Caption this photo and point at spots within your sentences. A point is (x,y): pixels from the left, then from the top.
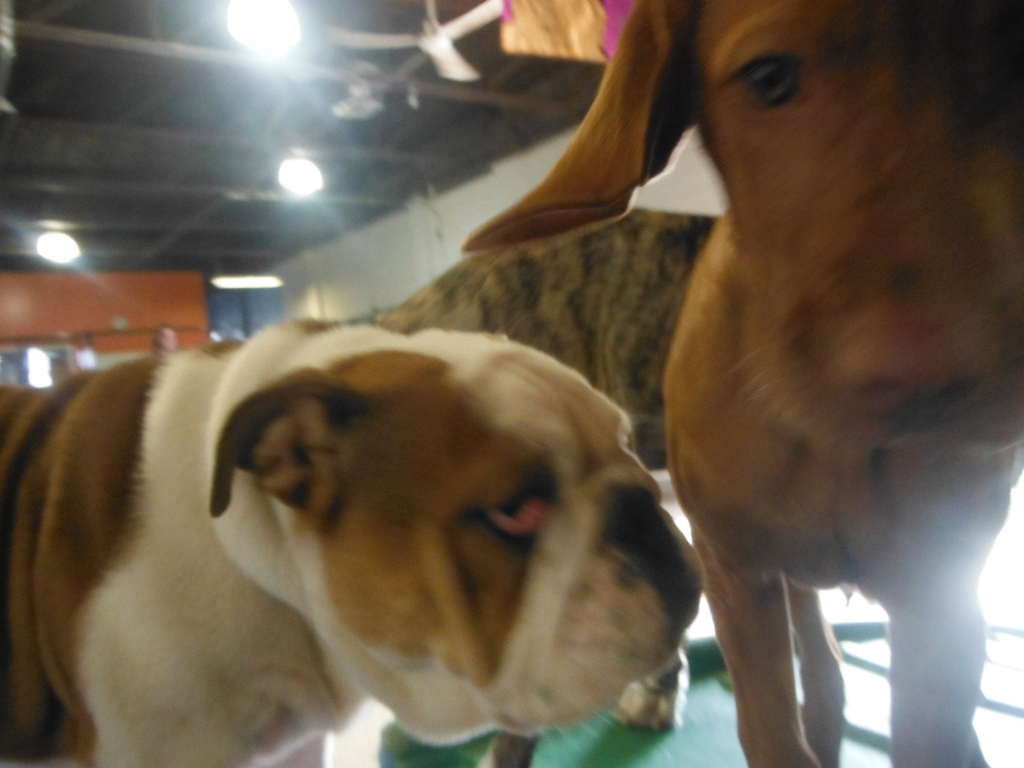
In this image we can see dogs (563,561) standing on the floor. In the background (322,177) there are ceiling fan (464,76), grills (452,88) and electric lights (309,177).
